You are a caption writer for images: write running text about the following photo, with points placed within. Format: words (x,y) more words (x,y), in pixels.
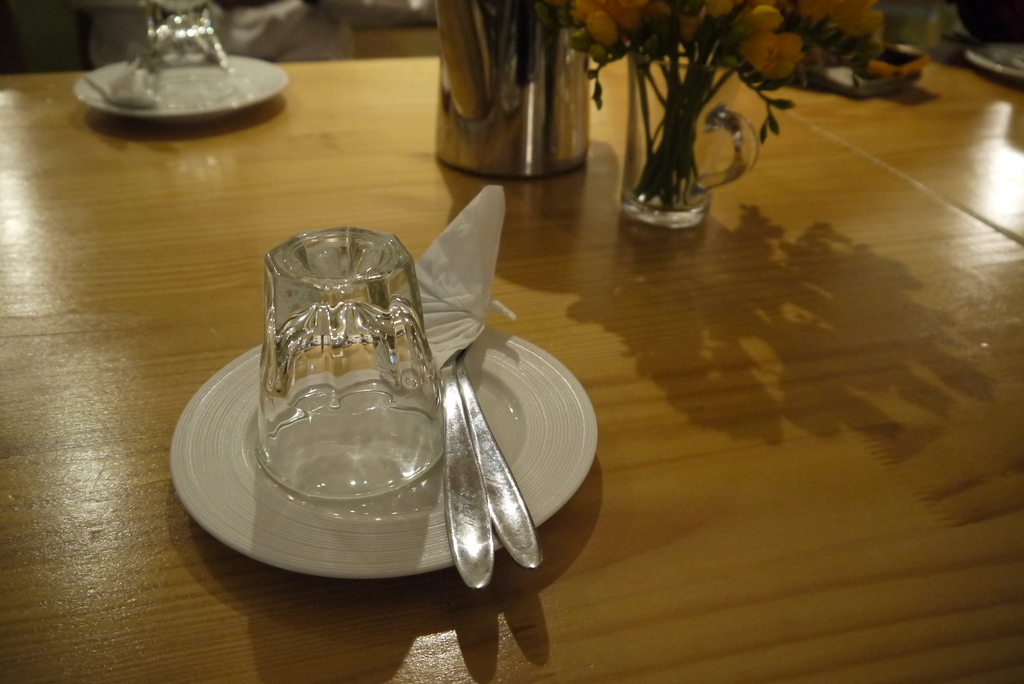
In the picture there is a plate (503,447) on which there are spoon (495,460), glass (325,353) along with tissue (448,344), this is on a dining table (640,264) and on the top right side (702,142) there are flower vase (697,130).
